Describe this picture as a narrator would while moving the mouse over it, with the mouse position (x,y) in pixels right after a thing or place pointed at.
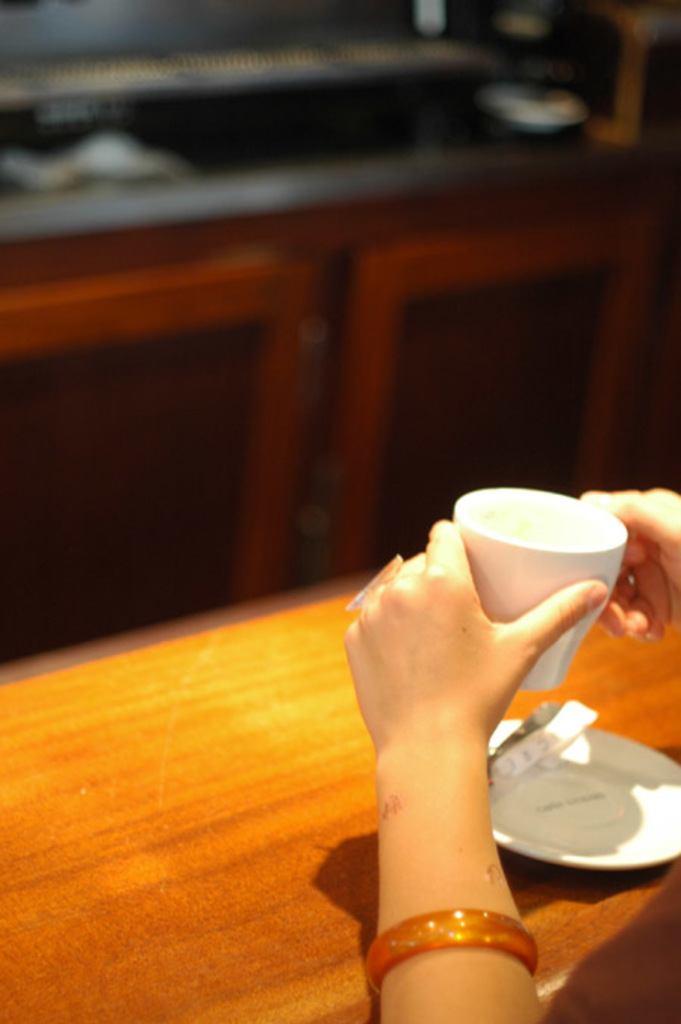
In the image we can see human hands (568,618) holding tea cup (519,600). Here we can see a bangle (416,931) and finger ring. We can even see saucer (669,832), wooden surface (242,798) and the background (335,410) is blurred.
